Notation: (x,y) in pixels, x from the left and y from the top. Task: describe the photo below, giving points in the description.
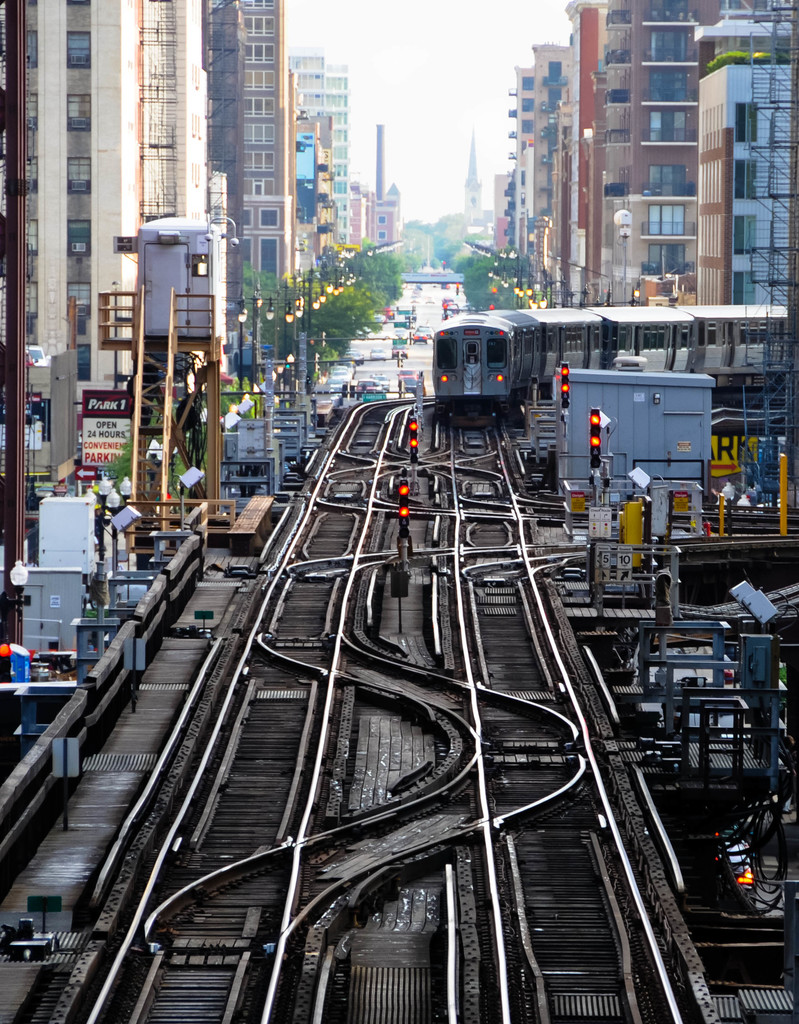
In this image we can see a train (450,400) on the railway track (392,854), traffic signals (400,485), buildings (304,215), trees (460,230), street poles (241,347), street lights (371,254), motor vehicles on the road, towers (475,167) and sky (475,98).
